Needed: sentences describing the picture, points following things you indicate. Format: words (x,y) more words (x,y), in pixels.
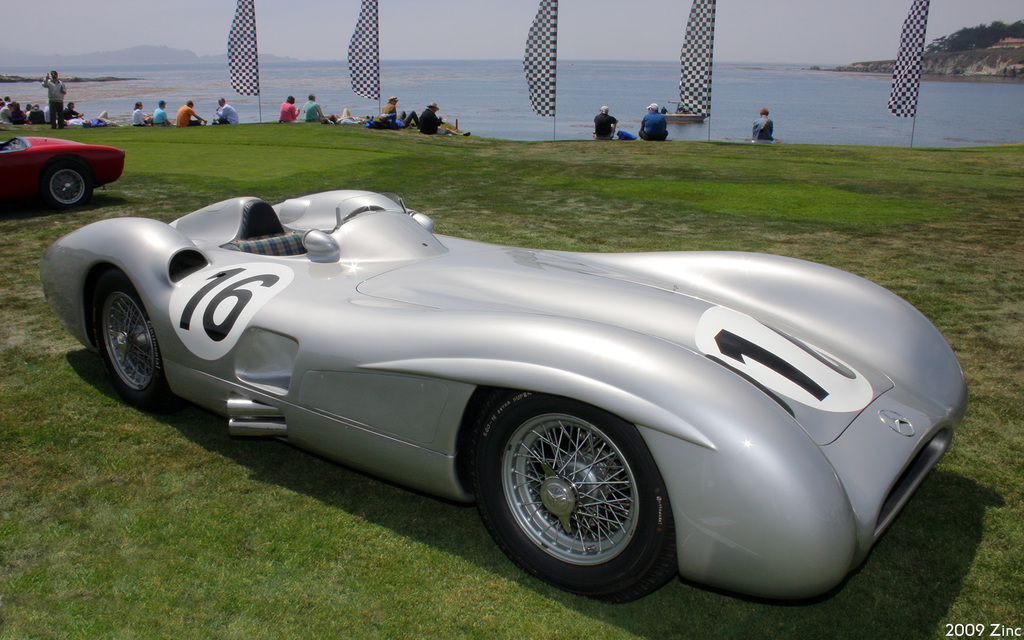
This is an outside view. Here I can see two cars (213,327) on the ground (147,538). In the background (135,113) there are few people (387,115) sitting and also there are some flags (702,77). At the top of the image (812,102) there is an ocean (615,84). In the top right (991,46) there are few trees (967,42). On the ground (424,178), I can see the grass (518,200).
